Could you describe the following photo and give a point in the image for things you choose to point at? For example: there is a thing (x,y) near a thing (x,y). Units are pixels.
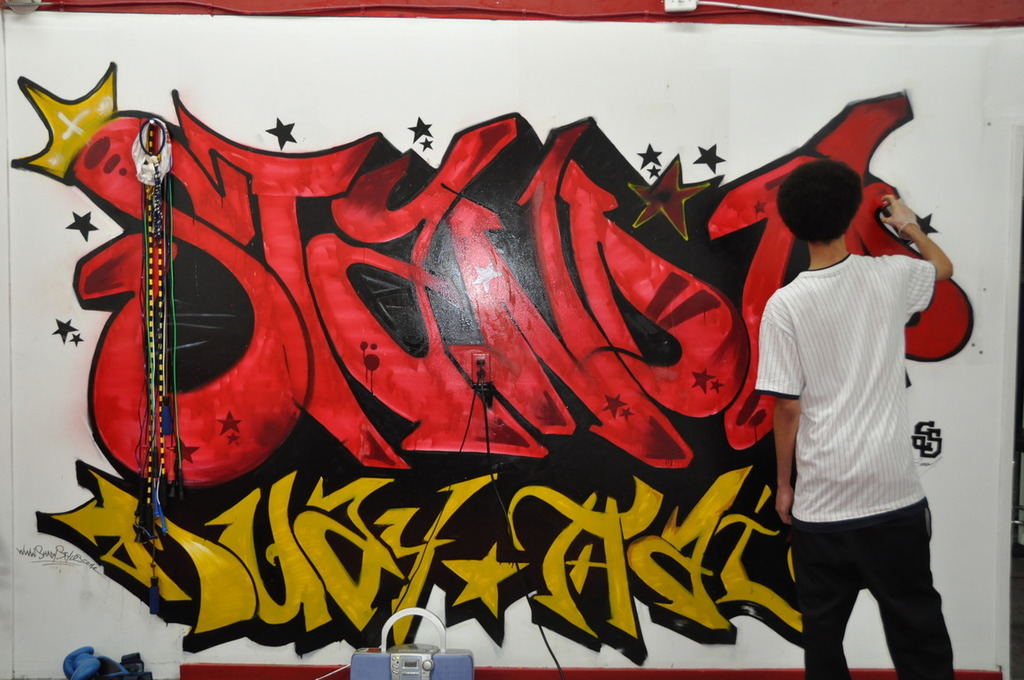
In the given picture, I can see a person (912,239) holding a spray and painting the wall (335,162) and i can see a radio (438,660) and at the top right (703,5), We can see a wire (860,20) an electrical wire (836,17) and a box (683,5).
